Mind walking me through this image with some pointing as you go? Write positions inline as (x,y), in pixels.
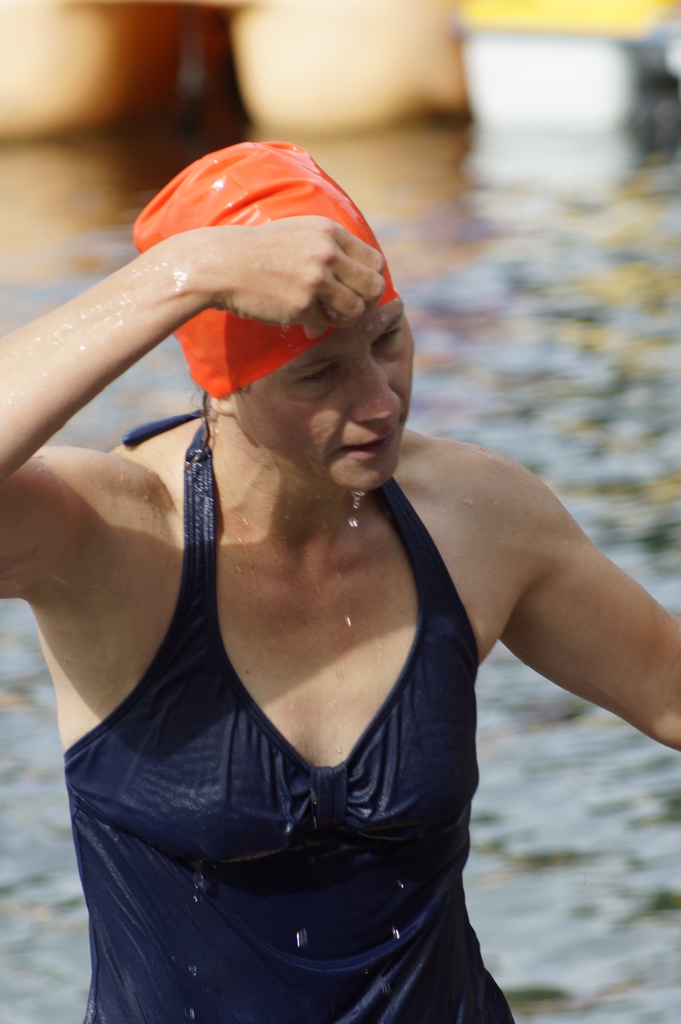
In this image a lady (366,858) is standing in the water body (539,402). she is wearing swimming suit (198,670) and cap (213,333). In the background (485,794) there is water body (201,145). A few floating objects (342,58) are visible in the back (349,49).
